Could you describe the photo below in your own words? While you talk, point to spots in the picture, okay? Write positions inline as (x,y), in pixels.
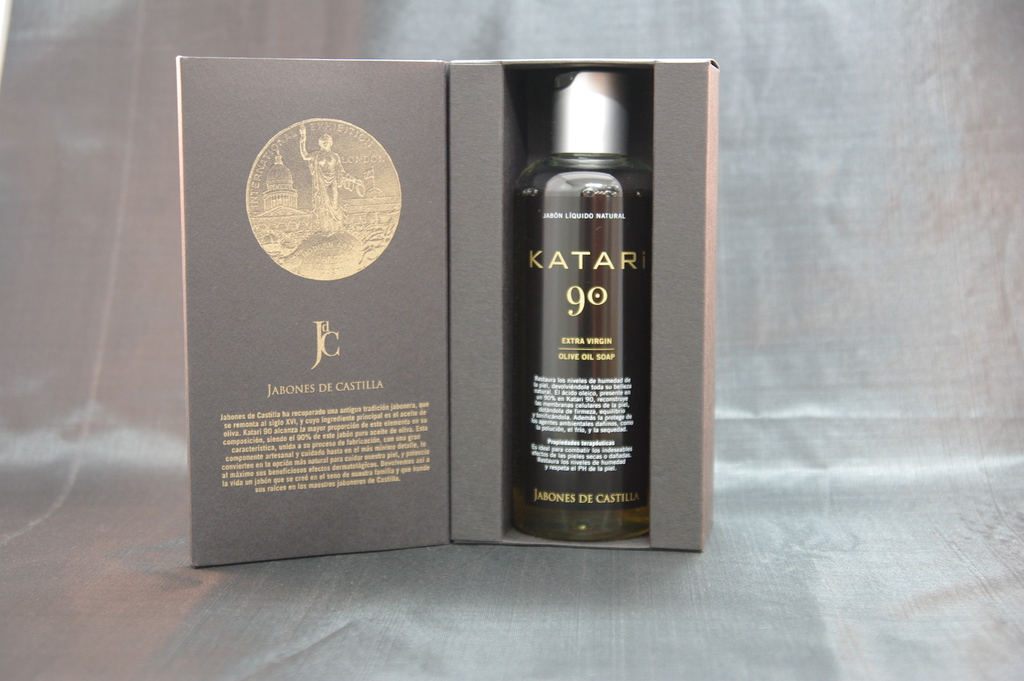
On the table (554,616) there is a bottle (564,377) in the box (503,168). Bottle (579,365) is in black color. And we can see a card (186,342) attached to it.
